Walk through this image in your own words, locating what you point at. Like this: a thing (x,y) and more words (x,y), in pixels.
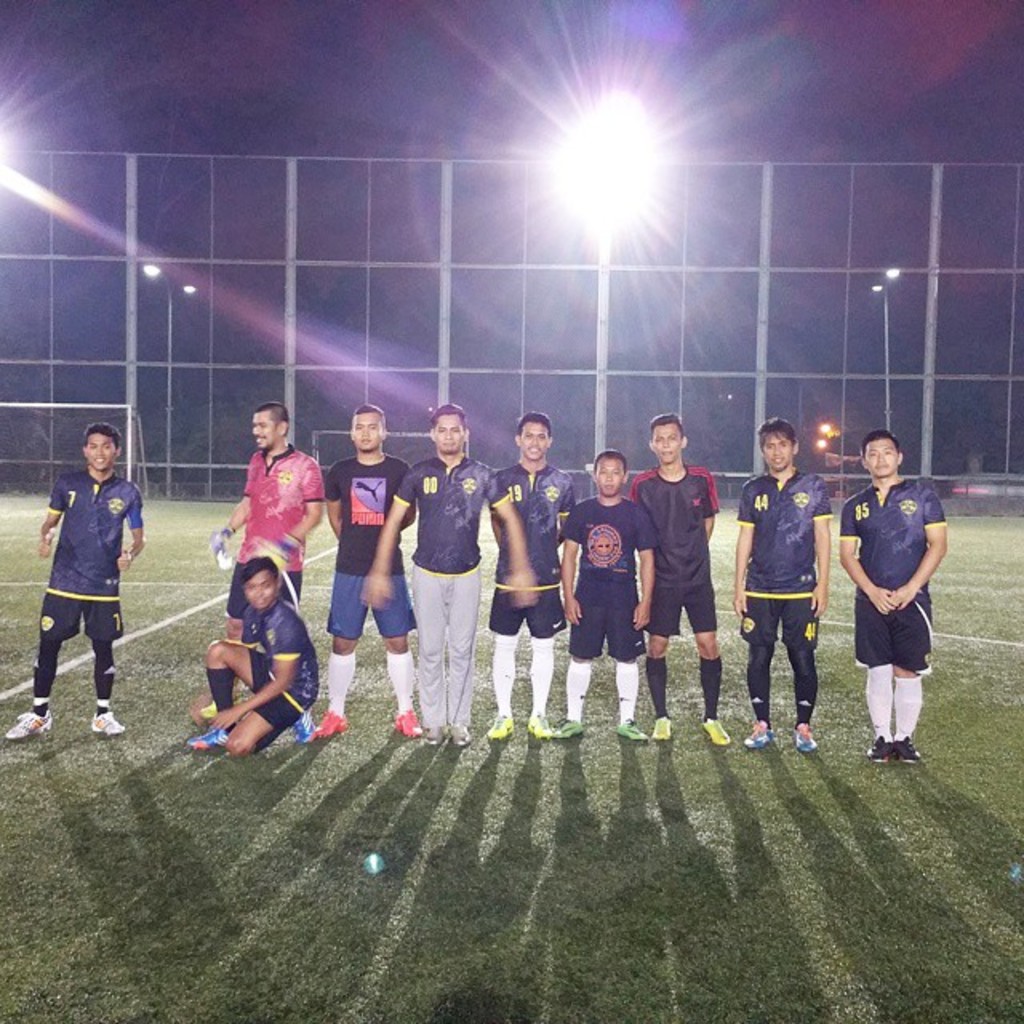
In the picture we can see the playground (976,998), on it we can see few men (870,683) are standing and one boy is sitting on the knee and behind them we can see the poles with lights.
